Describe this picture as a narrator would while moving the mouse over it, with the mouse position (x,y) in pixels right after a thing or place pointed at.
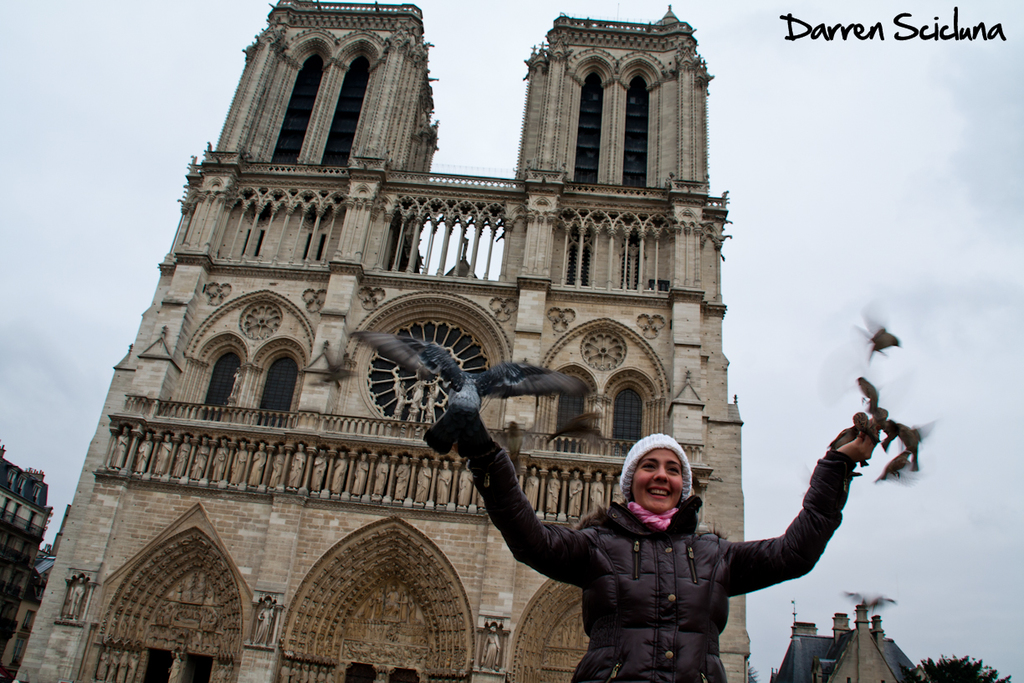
In front of the picture, we see a woman (677,534) wearing the black jacket (643,538) and a white cap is standing. She is smiling and she is holding the birds (386,357) in her hands (437,440). Behind her, we see a castle (249,495) or a building (204,504) which is made up of stones (314,525). In the right bottom (968,680), we see the trees (938,672) and the buildings (850,639). On the left side (19,504), we see a building (19,520). In the background (147,149), we see the sky (857,241).
